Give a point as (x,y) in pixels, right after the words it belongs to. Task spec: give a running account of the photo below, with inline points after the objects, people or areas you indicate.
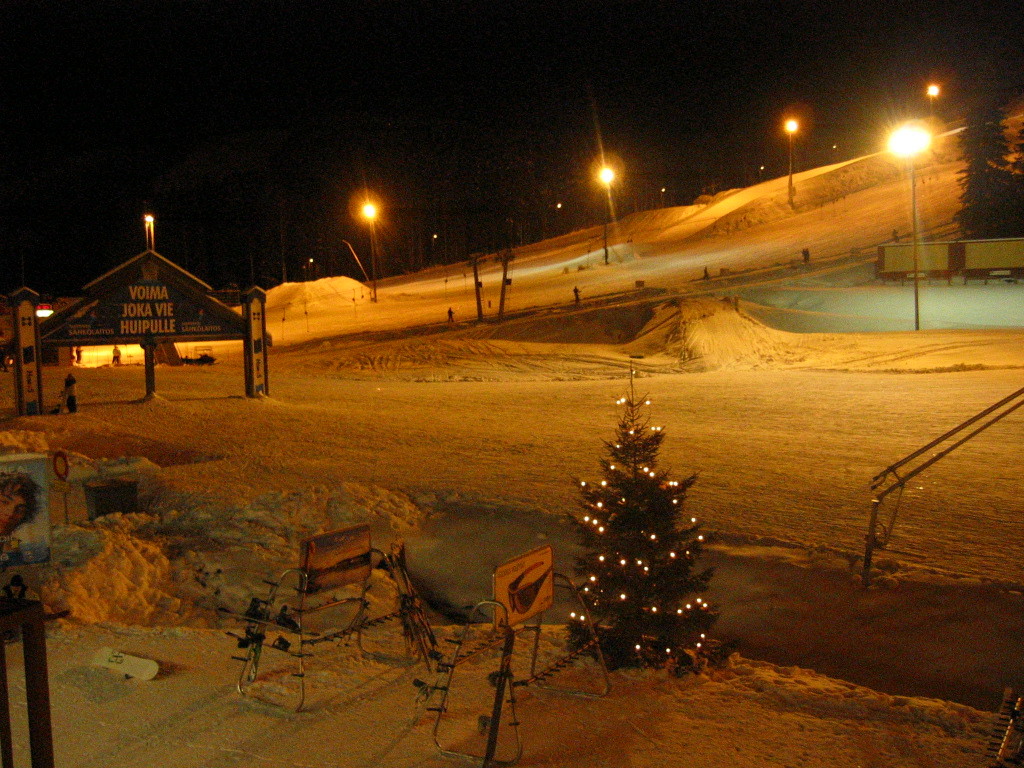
In this picture we can see a tree (624,586) with lights (636,647) and in front of the plant (615,557) there is a snowboard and other things (406,614). Behind the plant (600,541) there are trees (972,188), poles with lights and a dark background (136,84).
